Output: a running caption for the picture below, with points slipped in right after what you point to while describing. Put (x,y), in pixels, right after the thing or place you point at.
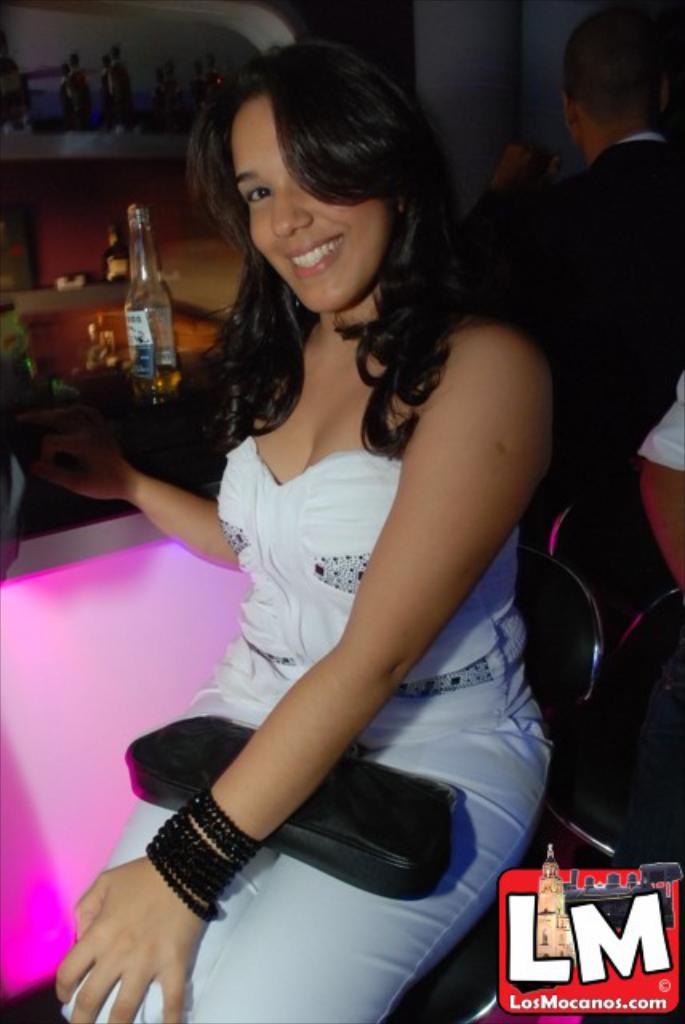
In the image we can see there is woman (216,993) who is sitting on a chair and she is smiling and behind her there is a wine bottle (141,263) and people (576,307) around her.
